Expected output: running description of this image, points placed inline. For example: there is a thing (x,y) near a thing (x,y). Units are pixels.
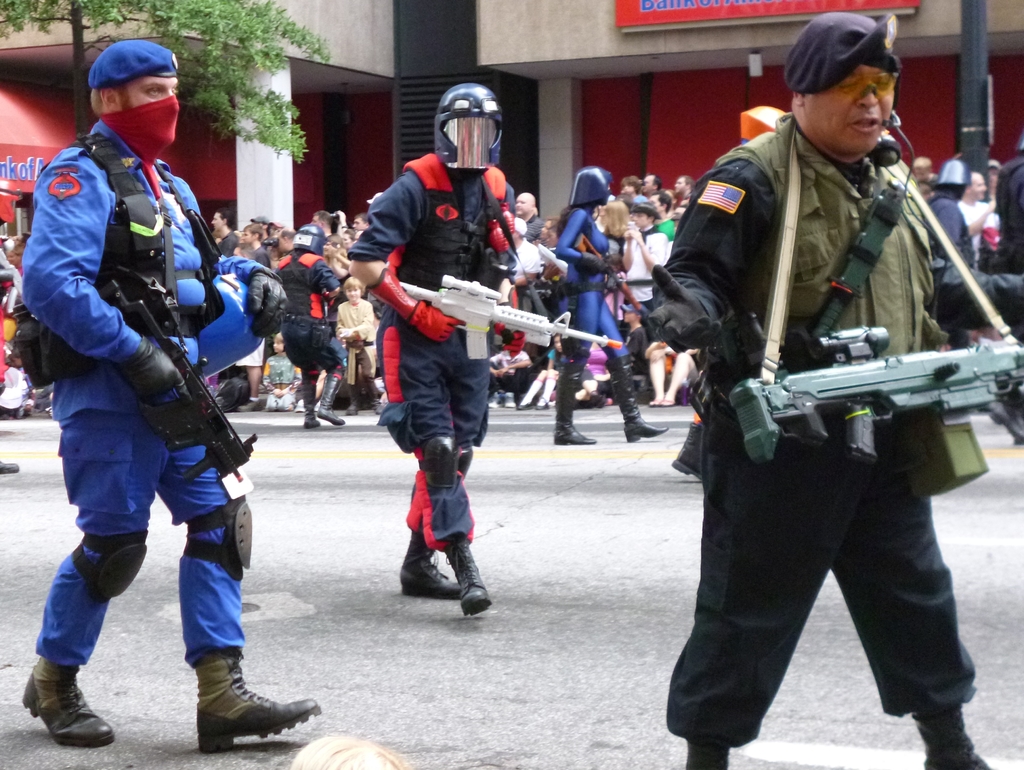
In this image we can see people (797,502) holding rifles (497,314). They are wearing helmets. At the bottom (444,687) there is a road (577,632). In the background (638,50) there are buildings (651,24). On the left (90,12) we can see a tree (80,4).
